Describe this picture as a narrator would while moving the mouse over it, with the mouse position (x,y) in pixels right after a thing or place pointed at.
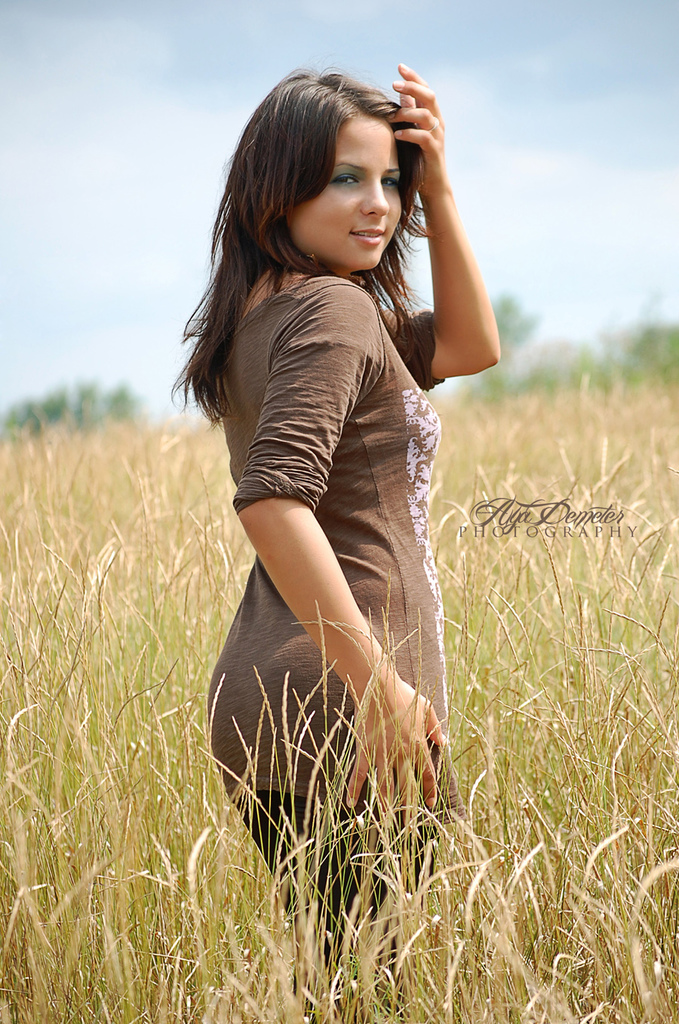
In the picture we can see a woman (432,456) standing in the grass plant area (420,844) and she is with brown color T-shirt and in the background (213,190) we can see some trees (639,362) and sky (647,42) with clouds (46,131).
